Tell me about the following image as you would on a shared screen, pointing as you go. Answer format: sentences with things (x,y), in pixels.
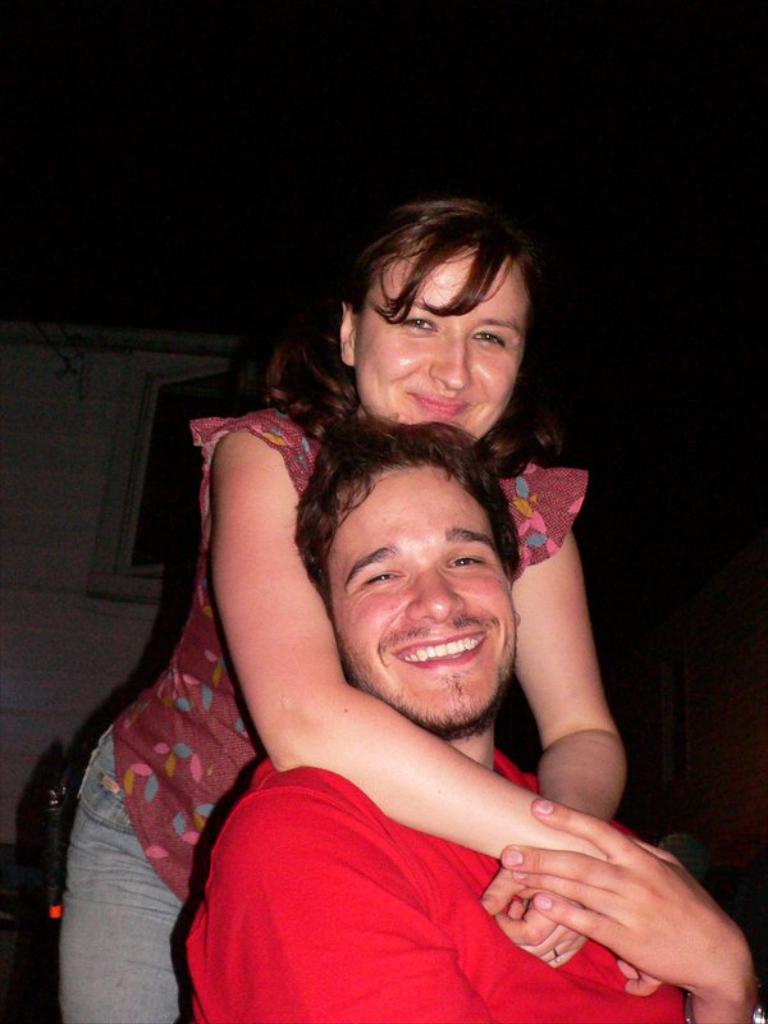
In this image I can see two people (252,907) with different color dresses (212,817) and I can see the black background (751,53).
